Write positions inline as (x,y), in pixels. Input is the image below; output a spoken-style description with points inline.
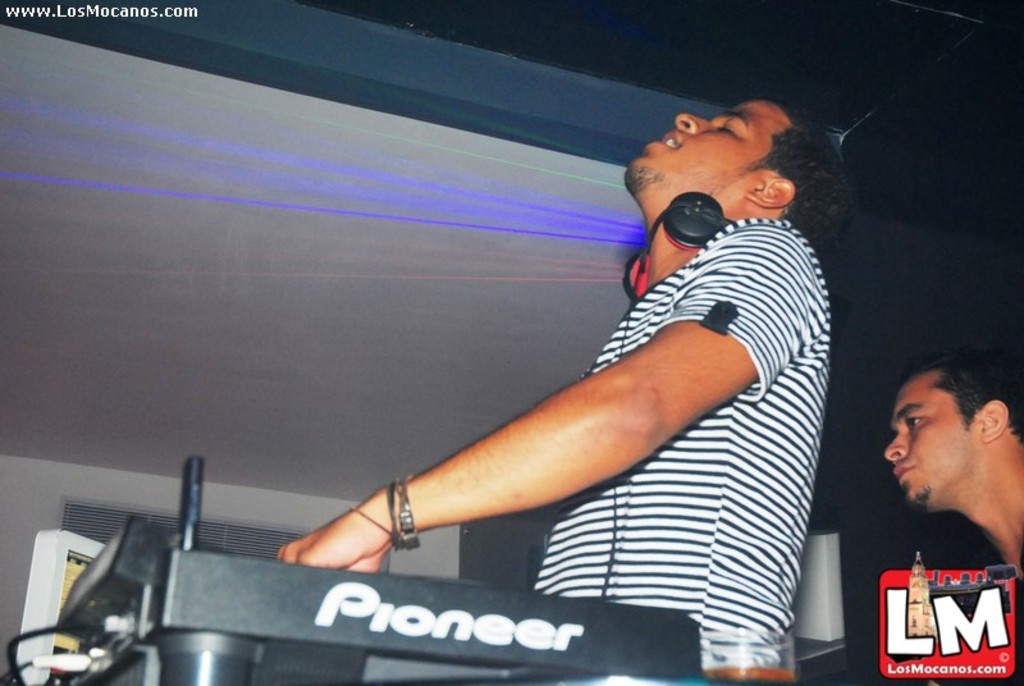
In this image I can see in the middle (619,419) a man (571,480) is adjusting the music system (349,616), he wore t-shirt (658,470). On the right side (928,443) there is another man (944,444) looking at that side.
